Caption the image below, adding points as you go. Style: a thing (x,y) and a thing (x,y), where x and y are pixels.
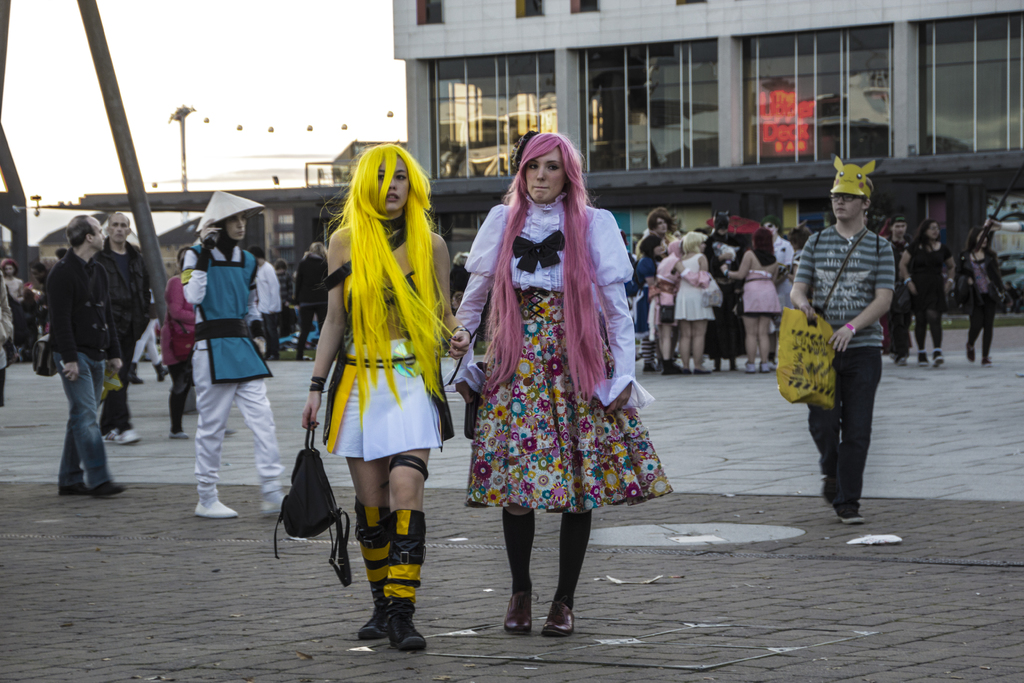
In this image we can see these two women (337,298) wearing different costumes (348,375) are walking on the road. Here we can see a few more people (885,243) walking on the road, building (170,265), poles (153,276) and the sky (67,215) in the background (174,136).
